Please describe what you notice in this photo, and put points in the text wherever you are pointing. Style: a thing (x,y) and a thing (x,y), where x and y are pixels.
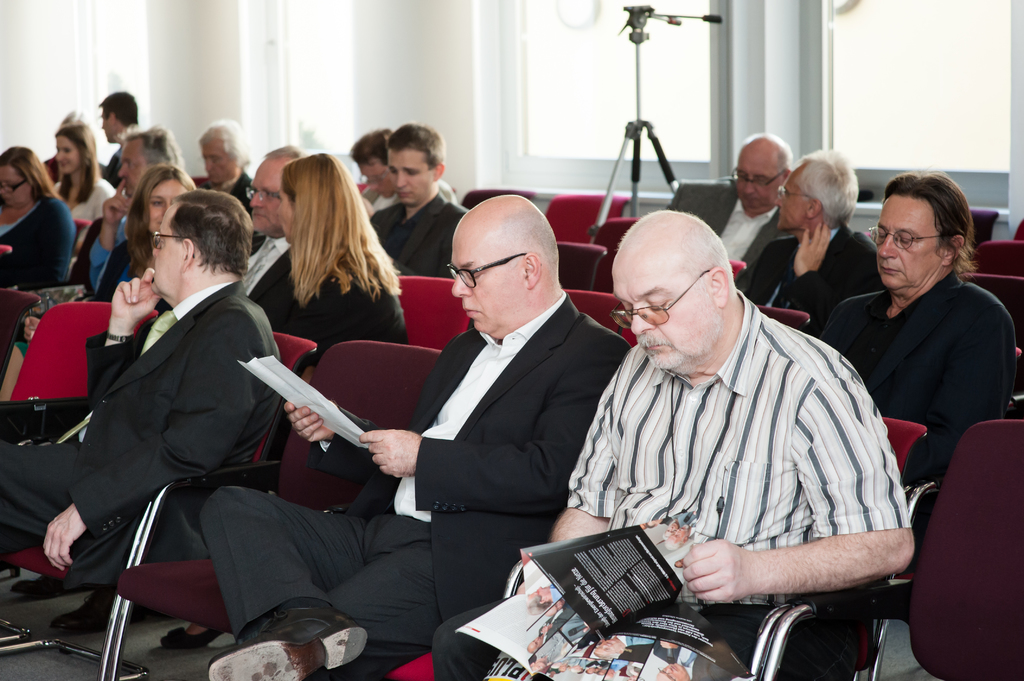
The picture is taken in a closed room (440,355) where many people (497,428) are sitting on the chairs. In the front (556,578) row two men (502,545) are holding papers (607,551) and books (629,612) in their hands (308,427) and behind them there are some big windows (583,106) and one stand (644,22) in the middle of the room (630,209) is present.
